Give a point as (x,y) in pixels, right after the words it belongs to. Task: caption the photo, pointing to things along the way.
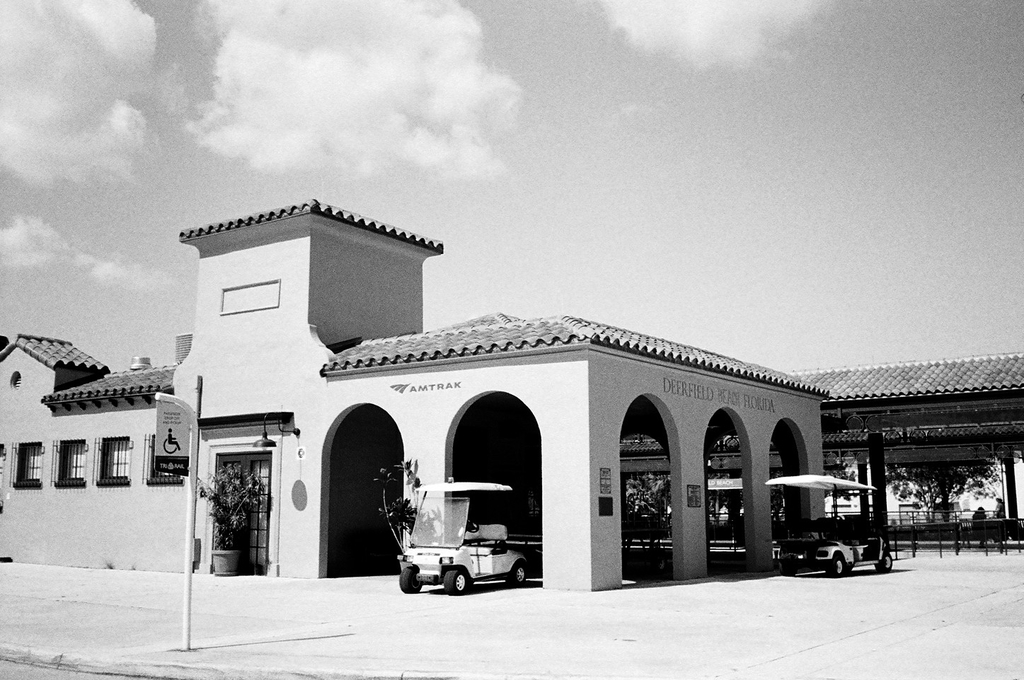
In this image in the back ground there are buildings (584,467) and there are cars (853,542) and there are persons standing and sitting and there is some text (680,393) written on the building (687,413) which is in the front (561,452). On the left side (187,608) there is a pole (189,522) with some sign boards (171,455) on it.
